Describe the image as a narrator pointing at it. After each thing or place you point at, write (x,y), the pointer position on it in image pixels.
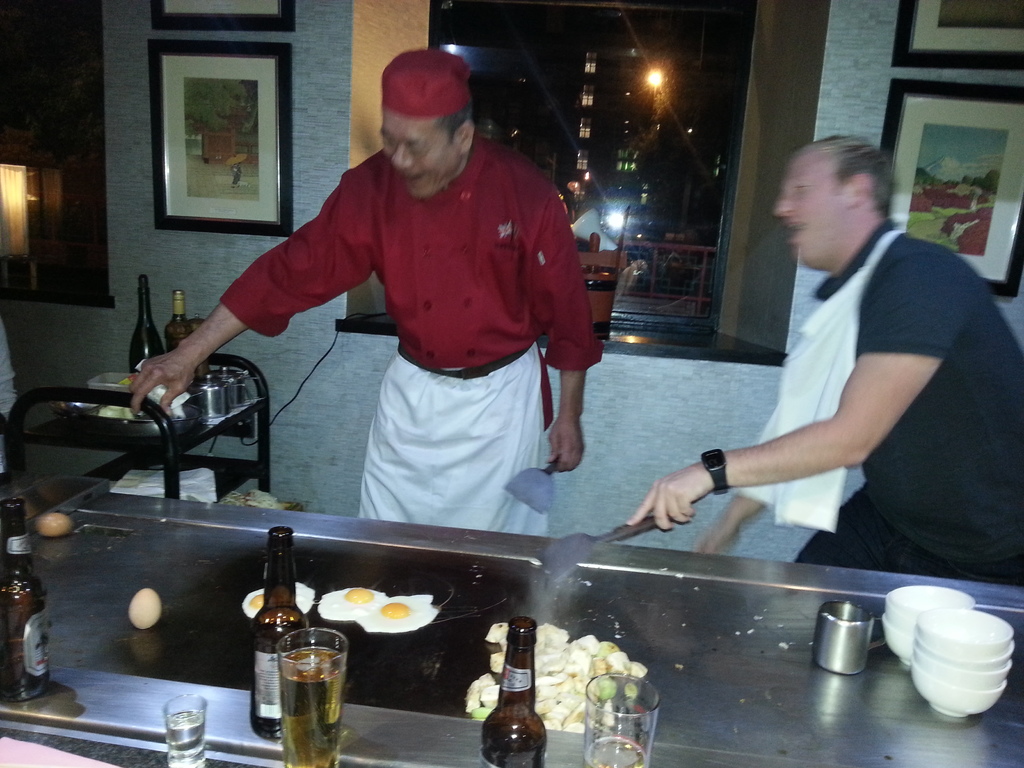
In this picture we can see there are two people (536,352) standing and the people (416,333) holding some objects (187,394). In front of the people (390,312) there is an object (237,542) and on the object (695,608) there are eggs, bottles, glasses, bowls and some food items (549,679). On the left side of the people (440,333) there is a trolley (165,429) and on the trolley (203,459) there are some items (147,322). Behind the people (406,370) there is a wall (304,161) with photo frames (912,173) and window (630,128). Behind the window (630,137) there is a tree (661,121), building (618,118) and lights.
